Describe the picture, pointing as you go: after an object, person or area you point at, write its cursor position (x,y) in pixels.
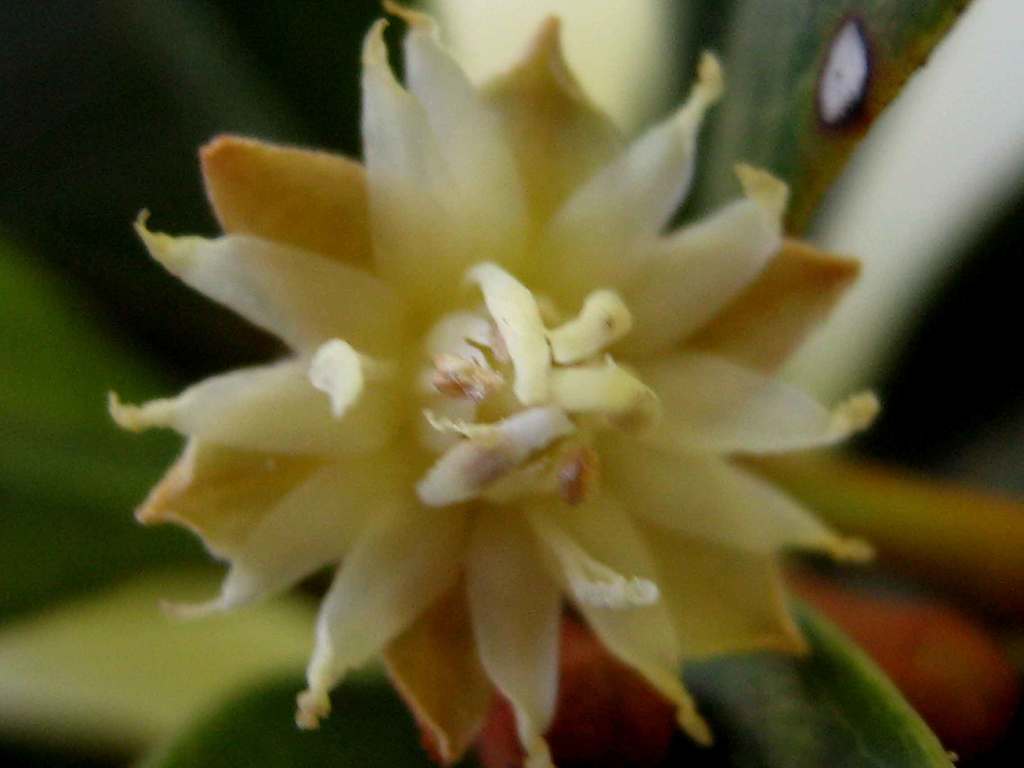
In this image there is a flower (582,445).
